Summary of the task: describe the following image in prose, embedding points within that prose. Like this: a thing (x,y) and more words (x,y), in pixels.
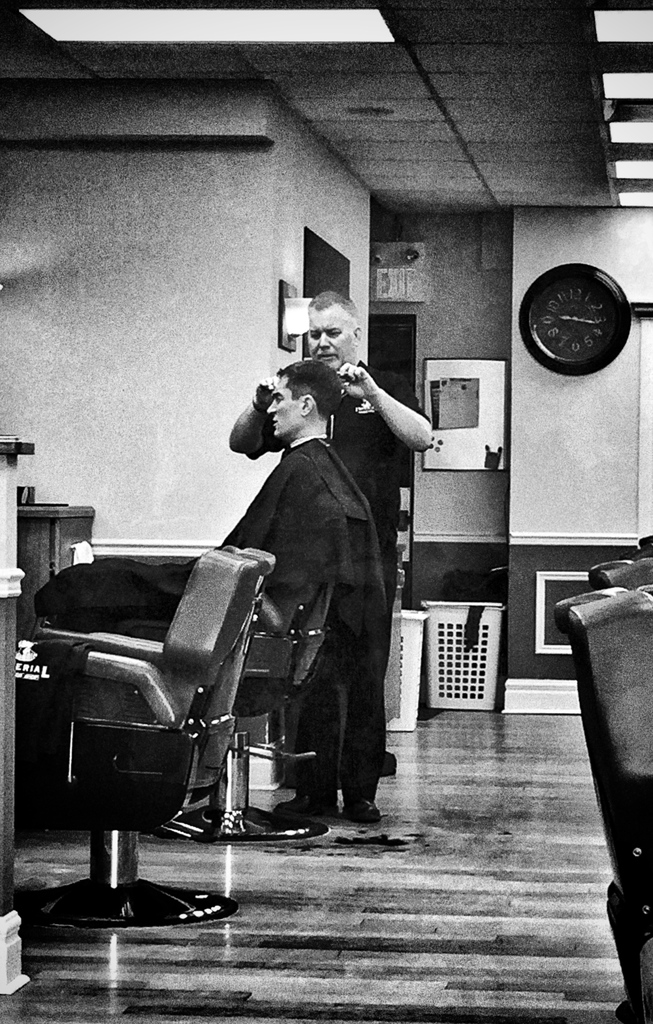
This is a black and white image. This picture is taken in the room (533,876). In this image, in the middle (376,657), we can see a man (403,472) wearing a black color shirt (398,480) is standing and holding some object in his hand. In the middle of the image (301,443), we can also see another person (282,487) sitting on the chair (273,642). In the right corner (608,727), we can also see a chair (611,647). On the left side (205,748), we can also see a chair (234,699). In the background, we can also see a chair (596,573), boxes (497,618). In the background (582,362), we can see a clock (572,365) which is attached to a wall (608,448) and some objects (488,411) which are attached to a wall (470,498). On the left side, we can see a table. At the top (410,130), we can see a roof (444,62) with few lights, at the bottom (454,882), we can see a floor (322,871).
